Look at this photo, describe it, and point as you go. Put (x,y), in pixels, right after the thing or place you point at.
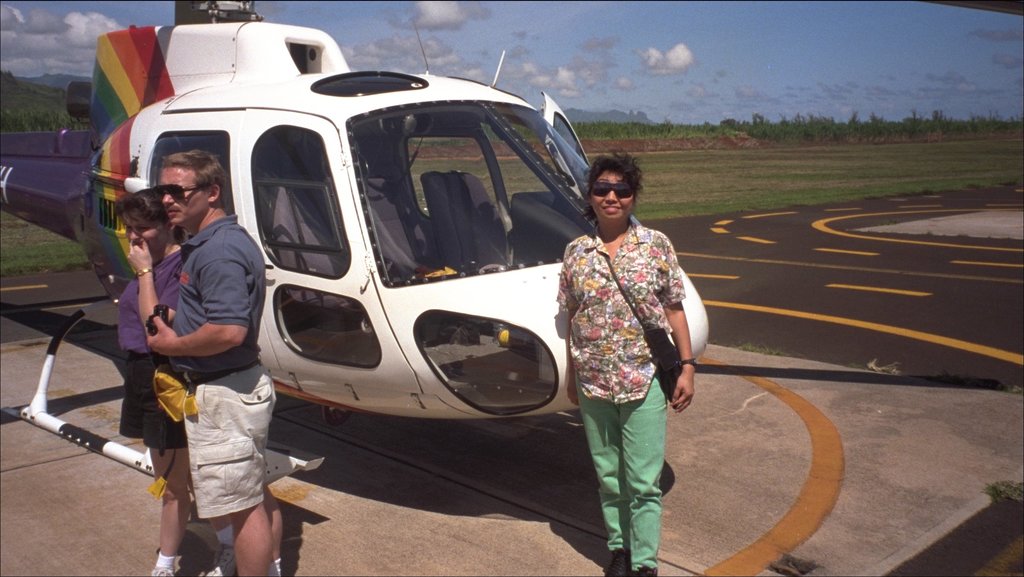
In the middle (626,378) a woman (572,346) is standing near the helicopter (443,189), she wore shirt (638,350), trouser (655,497). On the left side (234,420) a man (244,426) is standing, he wore t-shirt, short (251,444). At the top (716,45) it is the sky (771,58).
